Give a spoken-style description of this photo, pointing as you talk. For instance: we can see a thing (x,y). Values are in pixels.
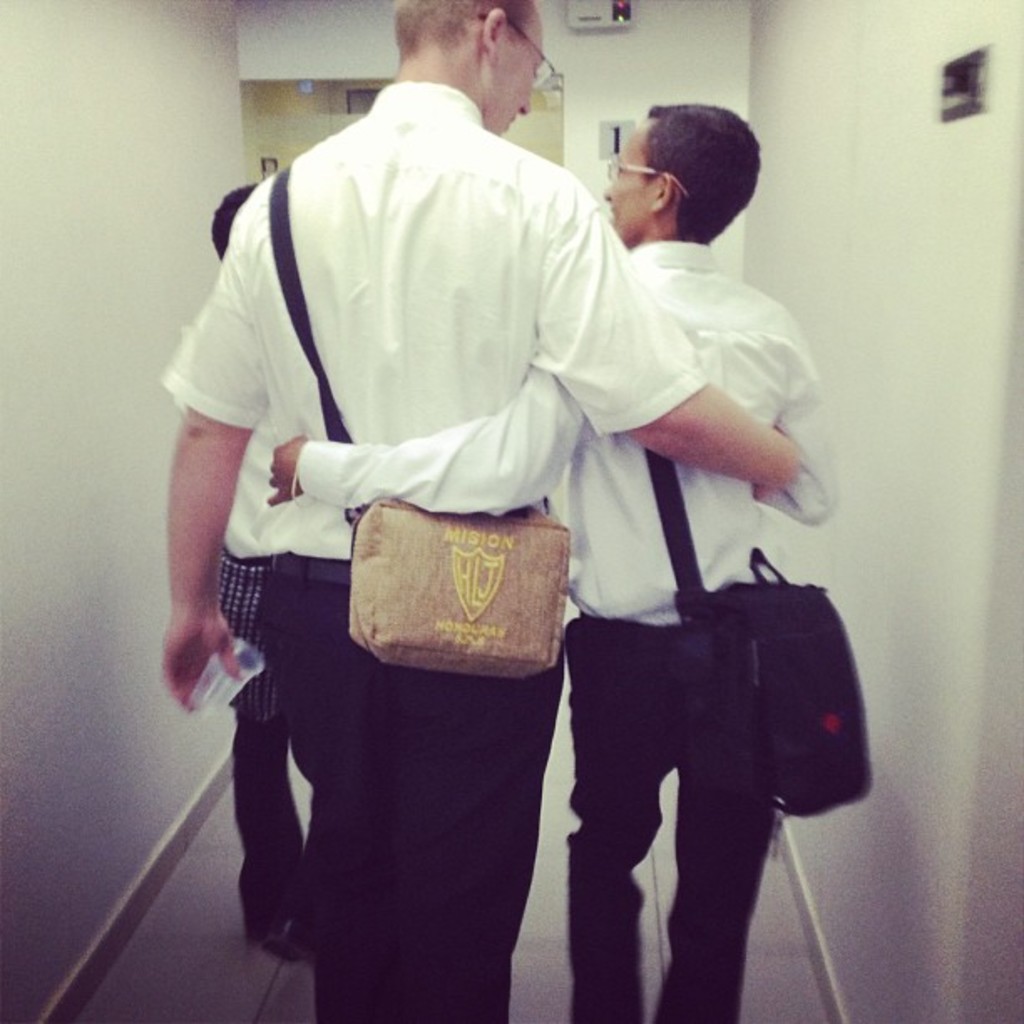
This is a picture of two people (598,413) holding each other wearing backpacks (418,529) and white color shirts (400,456).
